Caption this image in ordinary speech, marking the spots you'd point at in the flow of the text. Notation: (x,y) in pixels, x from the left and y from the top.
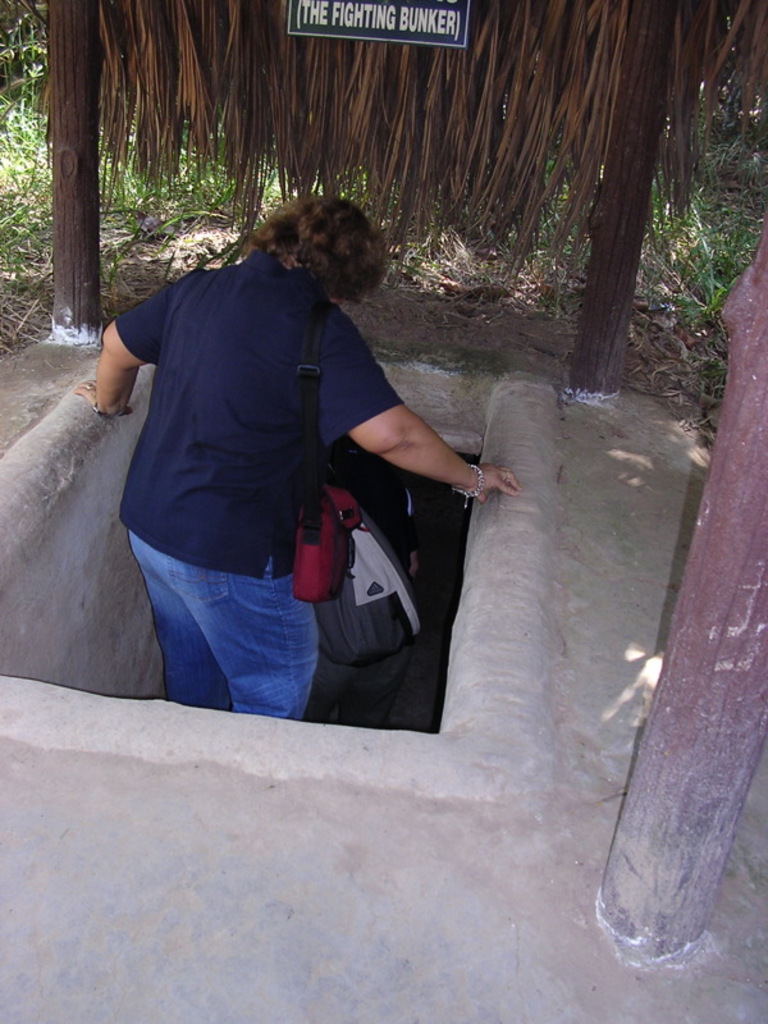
This picture is clicked outside. In the center (316,389) there is a person (280,262) wearing blue color t-shirt (261,471), sling bag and standing. On the right corner (725,425) there is a bamboo (687,861). In the background (67,18) we can see the green grass (23,116), bamboo (75,5) and leaves (391,85) and some other items (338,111).
